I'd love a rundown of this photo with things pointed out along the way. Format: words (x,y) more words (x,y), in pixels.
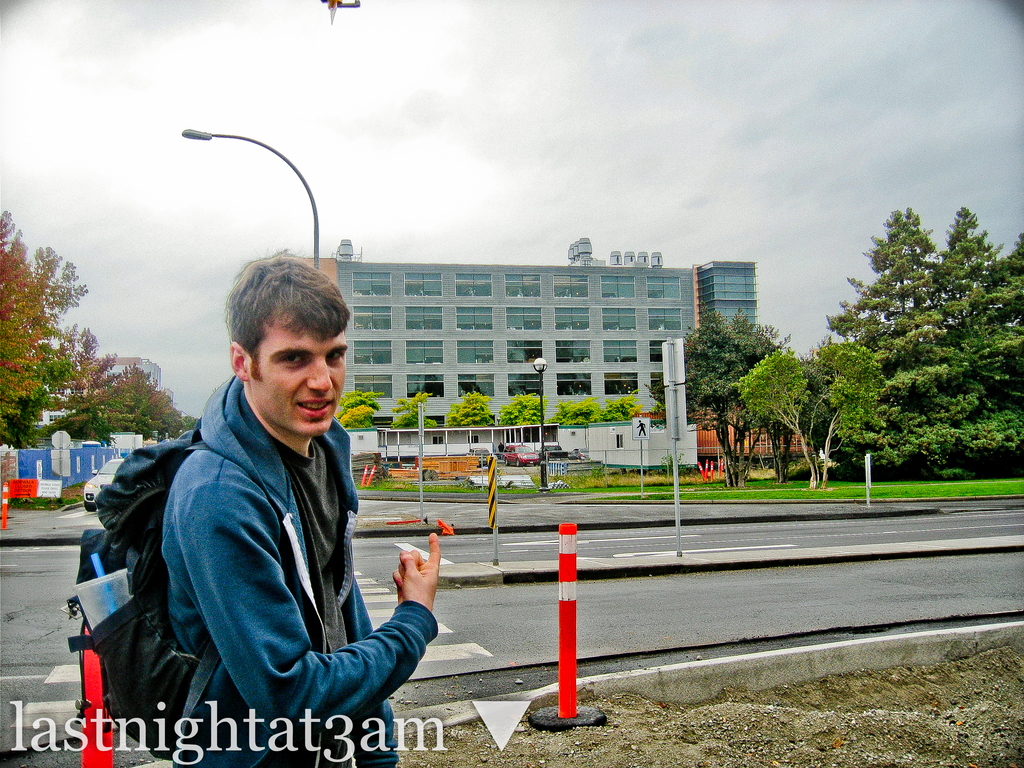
In this picture there is a man (320,764) standing in the foreground (231,439). At the back (64,466) there buildings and trees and there are poles (643,496) and there are boards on the poles (679,504) and there are vehicles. At the top (353,165) there is sky (481,239). At the bottom (709,580) there is a road (703,579). In the foreground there is an object (560,627) on the ground (615,748). At the bottom left (331,753) there is text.
